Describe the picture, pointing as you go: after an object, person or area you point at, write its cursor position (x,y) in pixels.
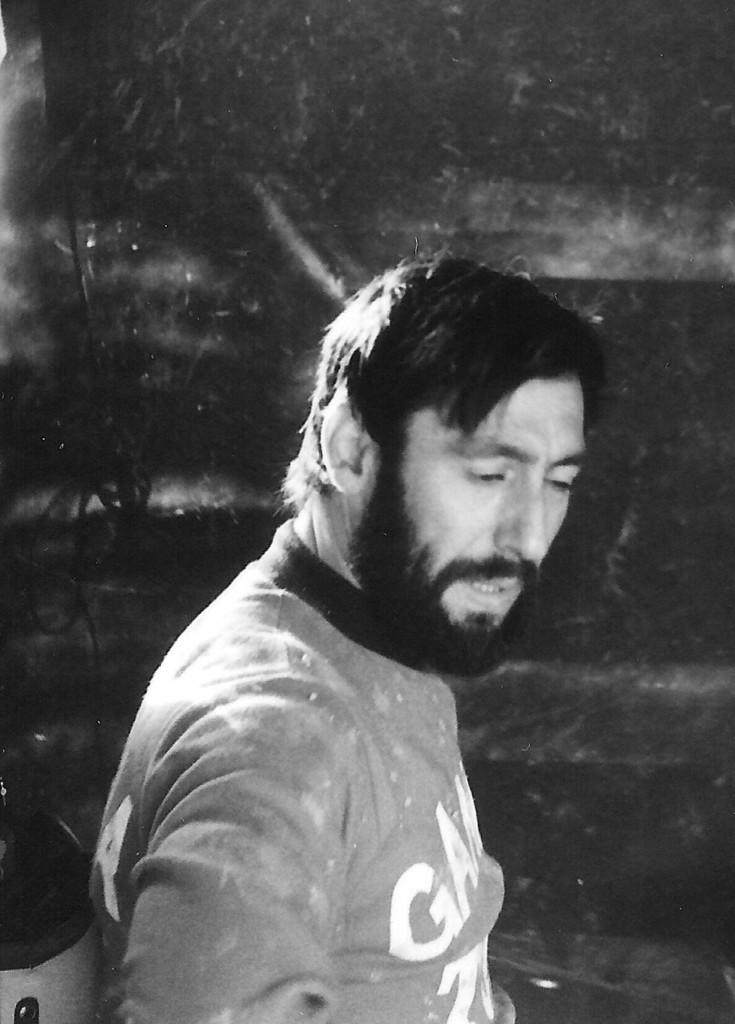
This is a black and white image. Here I can see a man (374,847) wearing a t-shirt (122,980) and looking at the downwards. The background (501,86) is blurred.
